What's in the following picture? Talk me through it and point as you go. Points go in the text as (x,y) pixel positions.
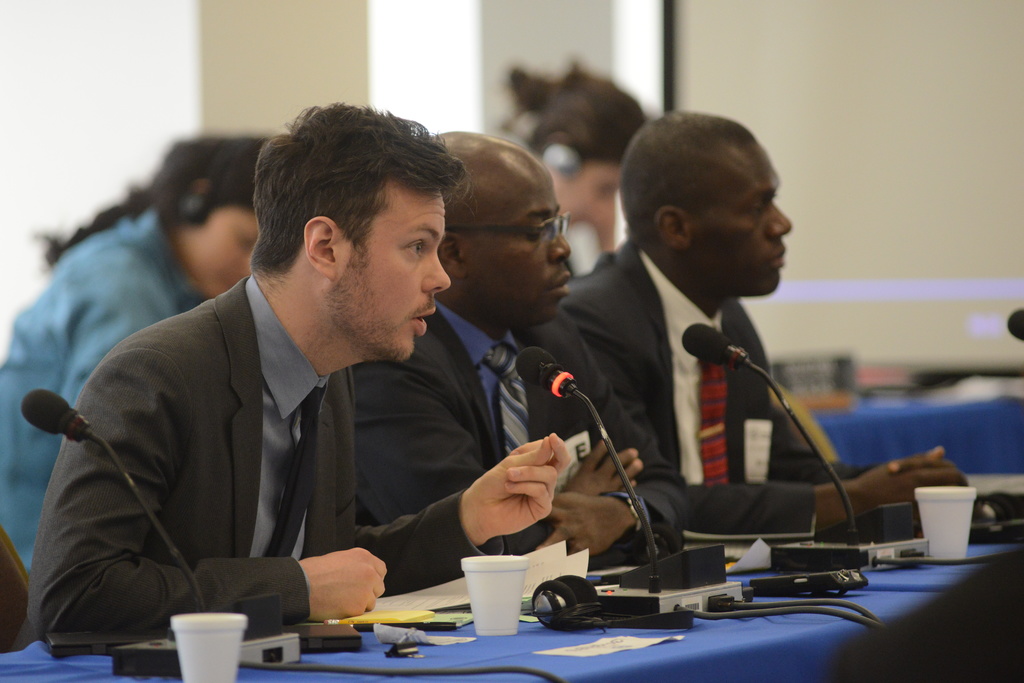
In this picture there are men (517,204) those who are sitting in front of a table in the image, table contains mics (900,520), papers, and glasses (491,592) on it, there are other people (53,382) in the background area of the image (541,145).
